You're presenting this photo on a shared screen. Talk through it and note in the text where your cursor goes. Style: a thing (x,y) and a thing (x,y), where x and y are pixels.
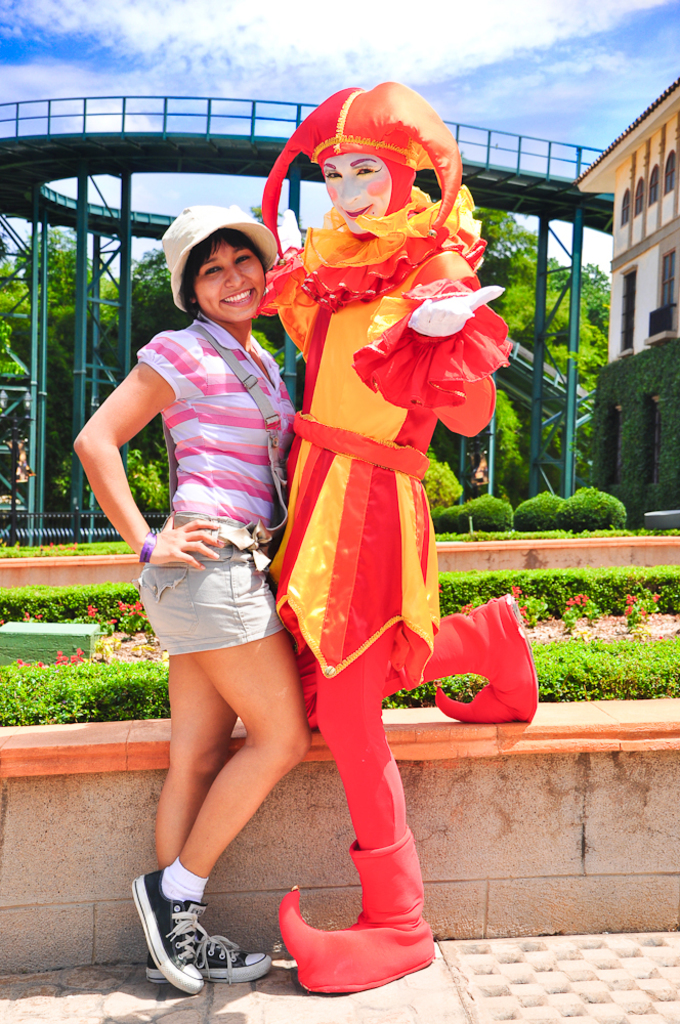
In the center of the image (317,490), we can see a clown (350,478) and there is a lady (197,323) wearing a hat (206,236) and a bag (219,355). In the background (521,319), there are trees (514,312) and we can see a fun ride (197,138), bushes (557,509), a building (644,253) and some plants (76,656). At the bottom (479,965), there is a road (465,947). At the top (353,42), there are clouds (395,41) in the sky (336,63).
